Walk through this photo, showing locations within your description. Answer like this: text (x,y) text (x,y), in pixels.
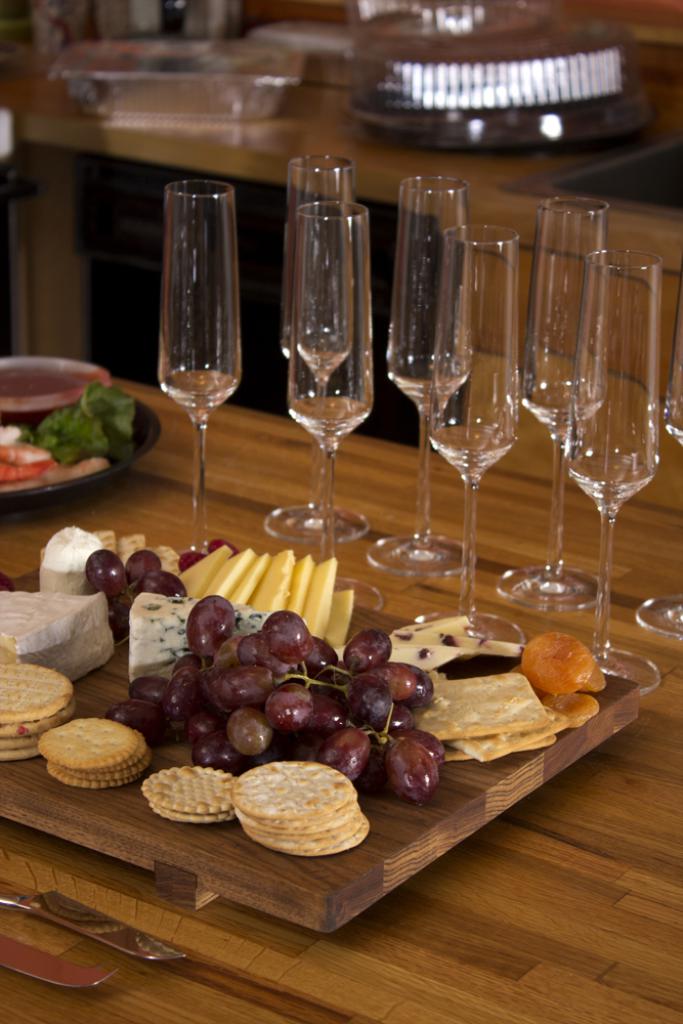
In this image i can see few fruits (316,663), biscuits (322,770), glasses (413,390), plate (112,473) on a table (159,483).
